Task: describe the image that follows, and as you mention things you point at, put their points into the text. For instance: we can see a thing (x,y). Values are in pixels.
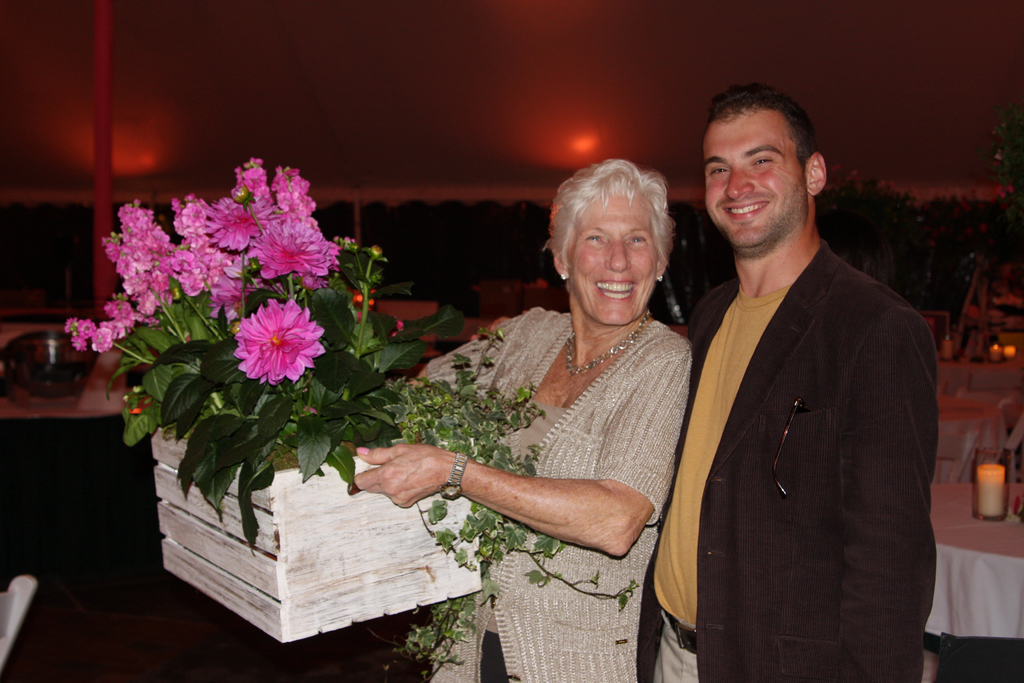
This is the picture of a place where we have a guy (757,355) and a lady (590,301) who is holding the plant (249,426) and behind there is a table (966,544) on which there are some things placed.
